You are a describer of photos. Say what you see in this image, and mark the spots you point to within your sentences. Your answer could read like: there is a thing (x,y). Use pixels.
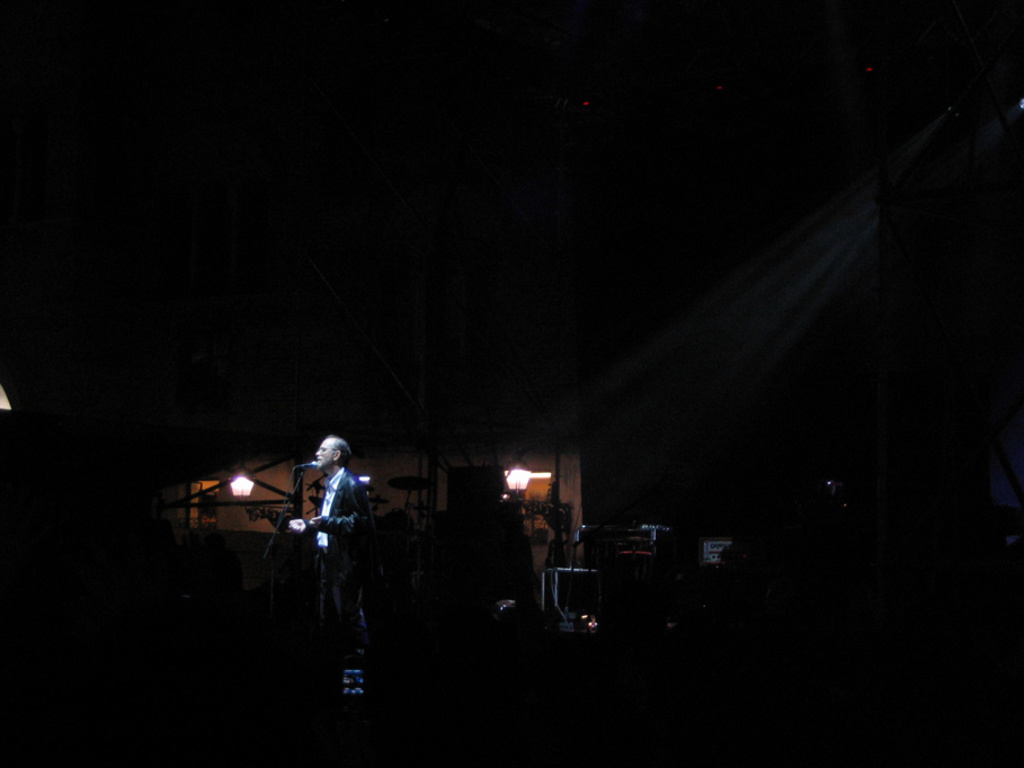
In this image we can see a person (349,542) wearing a suit (347,491). There is a mic (303,465). There are musical instruments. In the background of the image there are lights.
